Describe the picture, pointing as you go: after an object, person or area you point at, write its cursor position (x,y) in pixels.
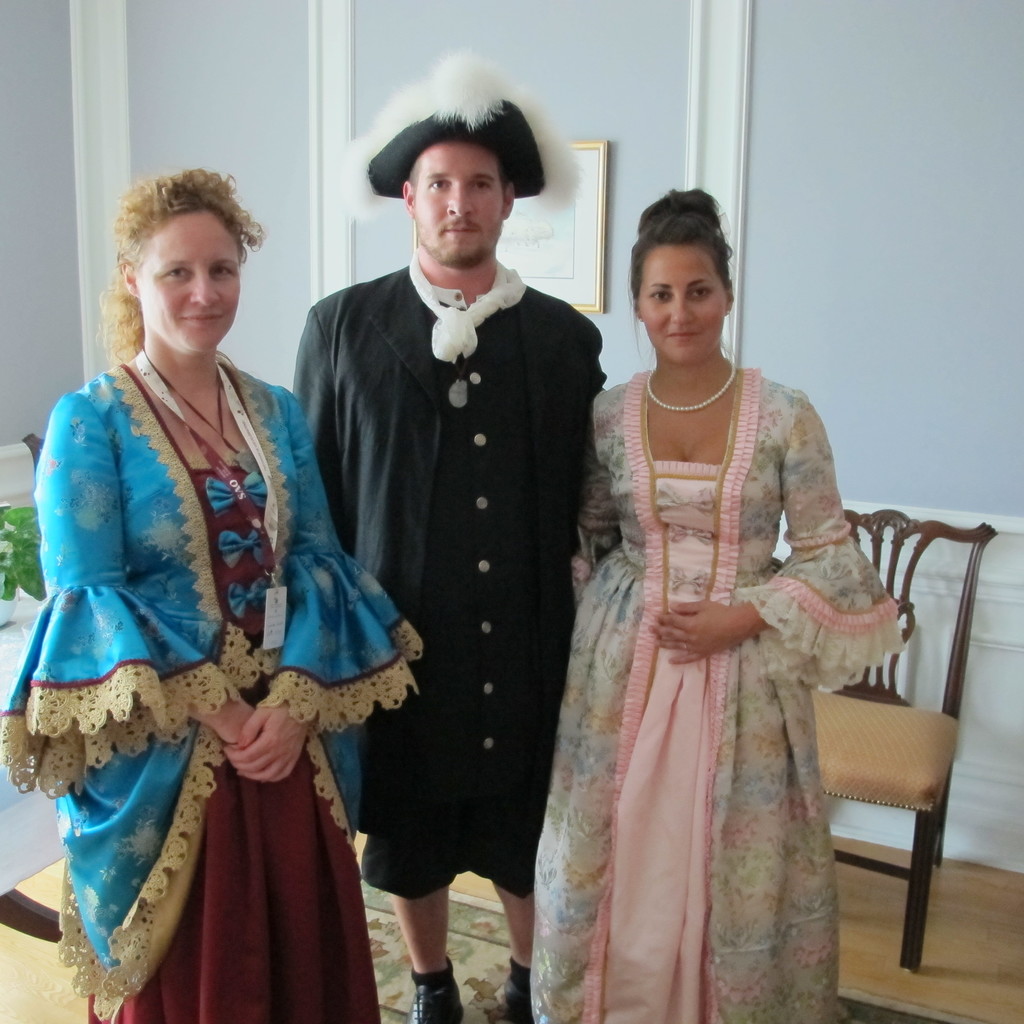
A picture is taken inside the room (432,570). In the image there are three people (537,420) one man (589,330) and two woman (622,586) in background (624,35) there is a wall (671,49) which is in blue color and a photo frame (603,230). On right side (948,538) there is a chair (948,525), and left side (9,534) there is a plant (30,520) with flower pot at bottom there is a rug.
